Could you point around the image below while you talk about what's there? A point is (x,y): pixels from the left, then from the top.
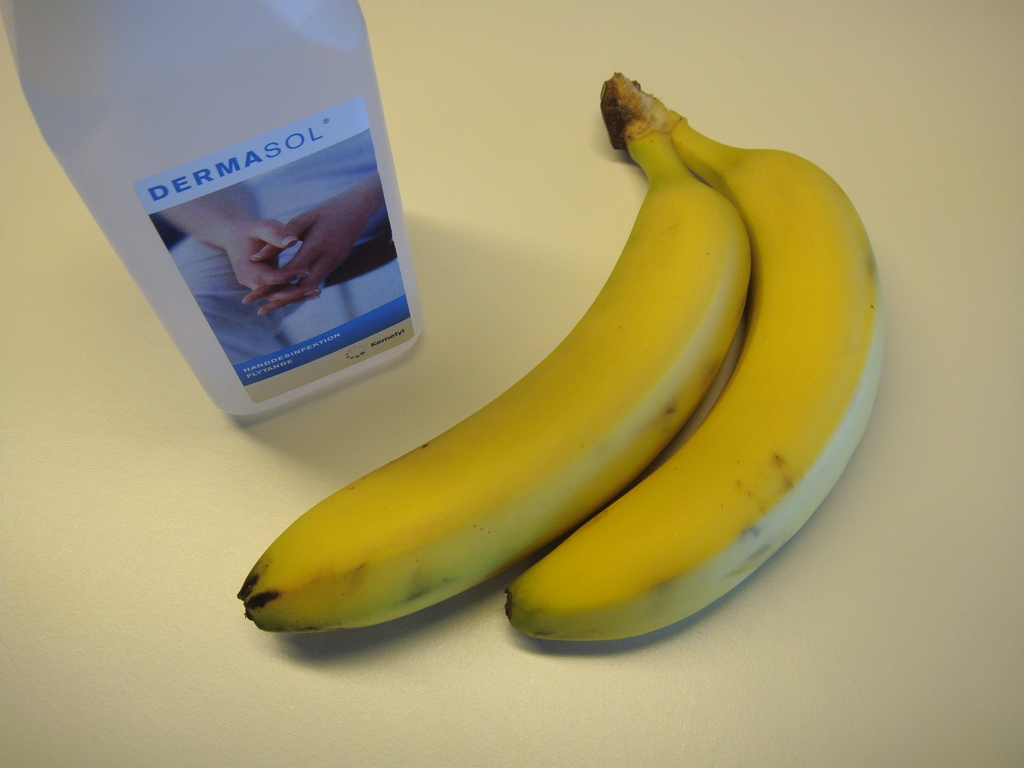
In the center of the image (475,466) there are bananas (665,107). There is a bottle (294,322) on the table (77,719).
